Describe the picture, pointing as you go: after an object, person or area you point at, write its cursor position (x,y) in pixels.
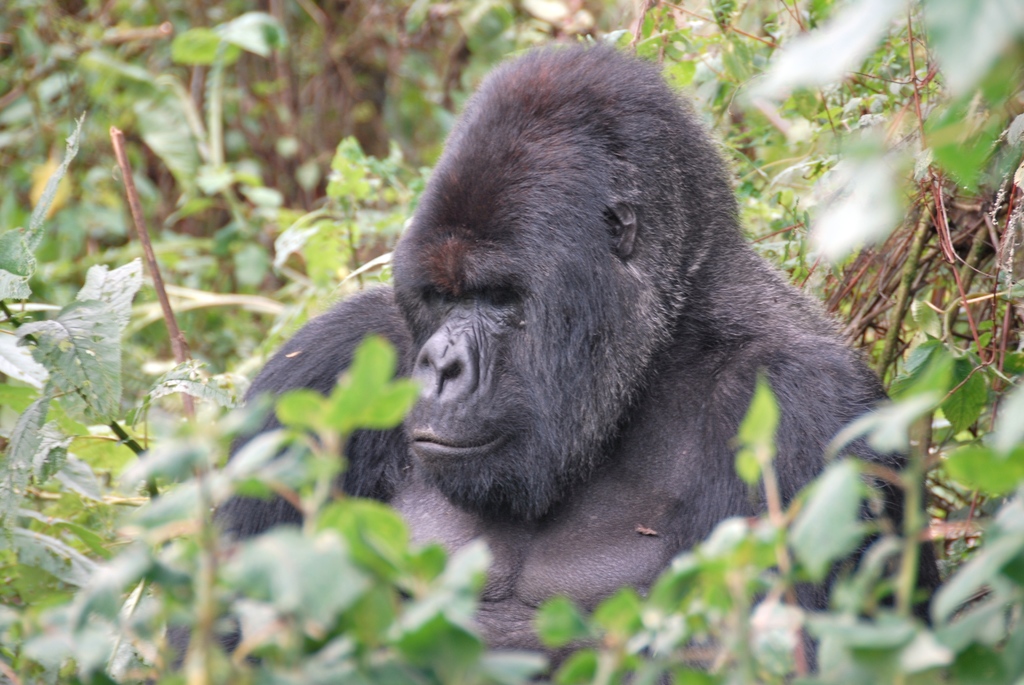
In this image in the center (571,365) there is an animal (579,429) which is black in colour and there are plants (313,214) in the background (468,98).
